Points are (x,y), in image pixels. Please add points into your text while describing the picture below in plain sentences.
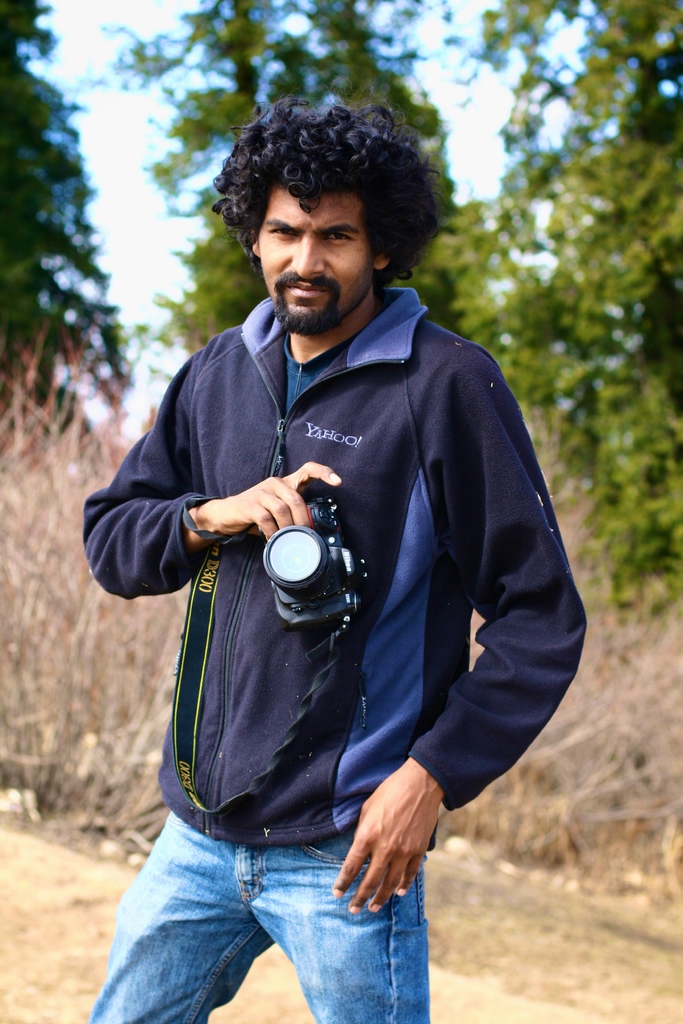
In the image there is man (437,494) wearing sweatshirt (266,733) holding a camera (304,572), in the background (583,282) there are trees (655,404).
